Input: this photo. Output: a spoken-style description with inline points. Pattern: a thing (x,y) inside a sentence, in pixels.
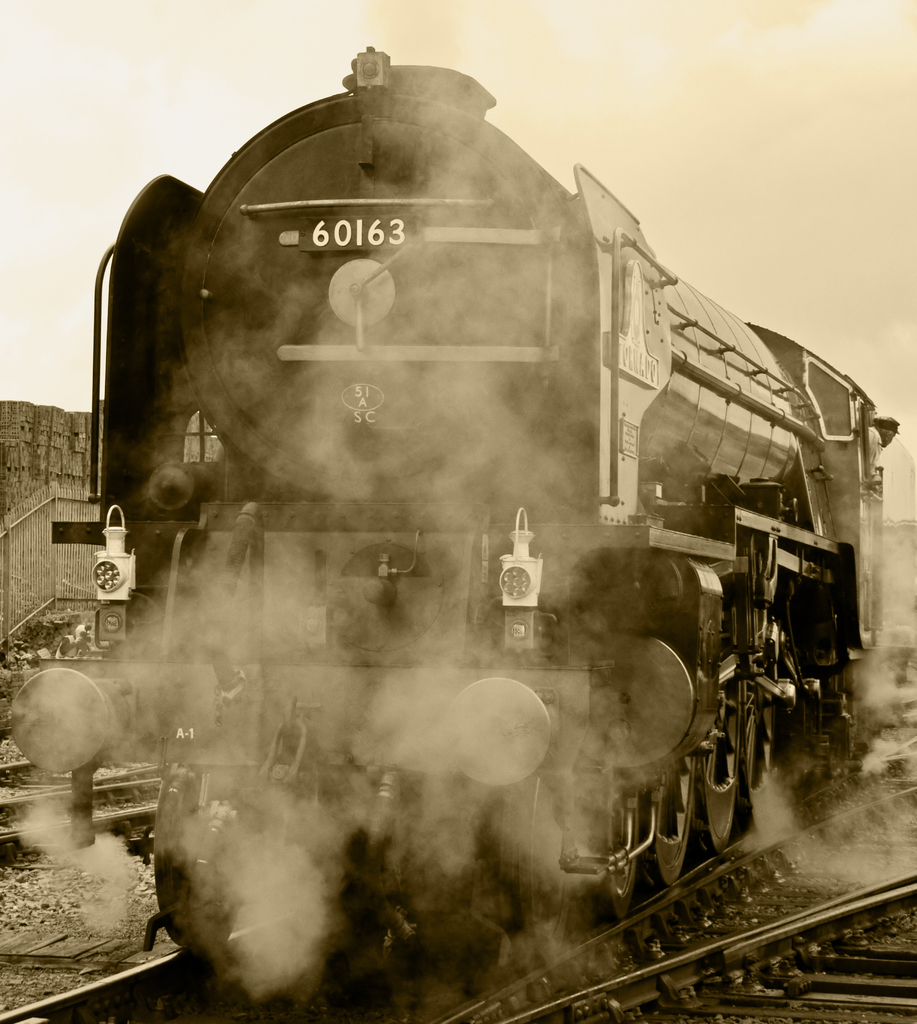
This is a black and white image. We can see a train (436,615) and some railway tracks (617,927). We can see the ground (39,896) with some objects (50,869). We can also see the sky (47,320) and some objects (2,412) on the left (135,48).
